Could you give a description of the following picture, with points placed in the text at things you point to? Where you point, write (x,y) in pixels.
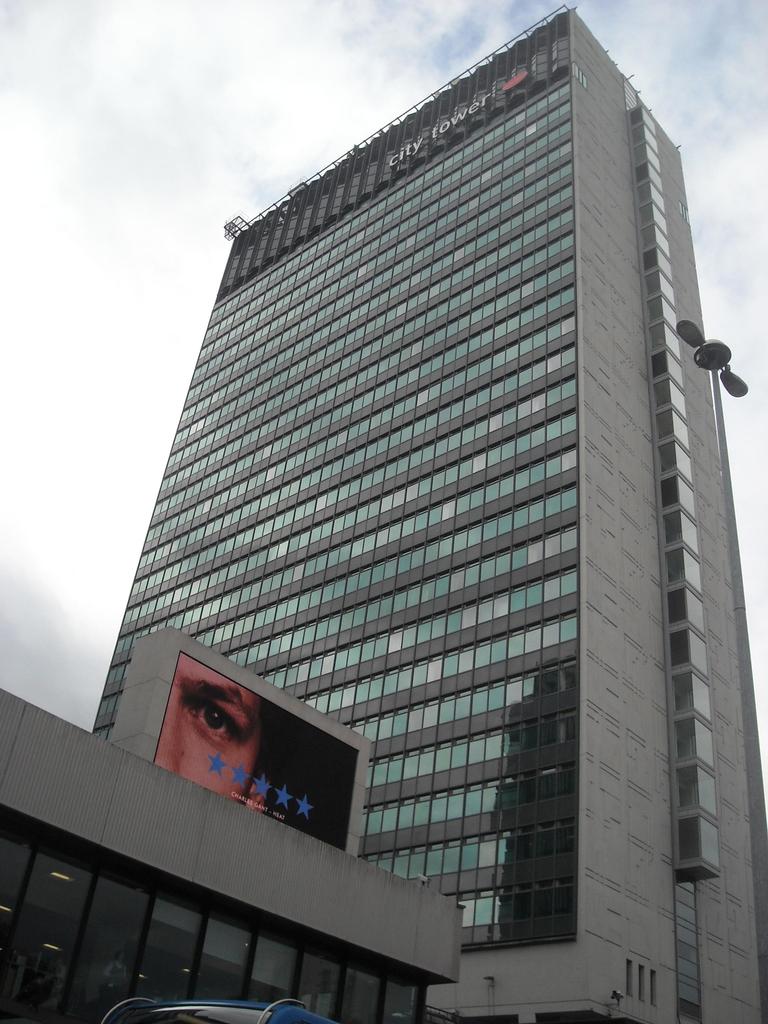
In this image there are buildings (23,784), pole (767,912), lights (725,382), and in the background (214,230) there is sky (93,205).
